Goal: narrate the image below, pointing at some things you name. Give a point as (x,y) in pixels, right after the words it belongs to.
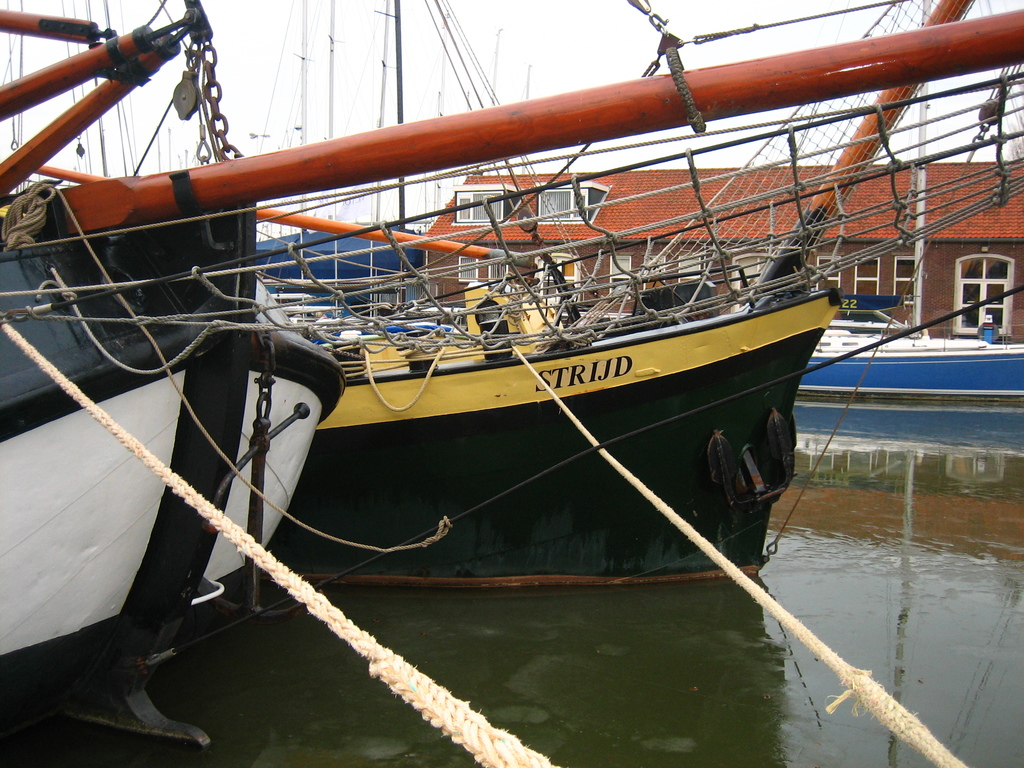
This image is taken outdoors. At the top of the image (257,27) there is the sky (600,63). At the bottom of the image (451,739) there is a river (745,679) with water (853,646). In the background (641,216) there is a house (626,186) with walls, windows (989,268) and a roof (659,179). In the middle of the image (436,307) there are a few boats (707,372) on the river (892,512). There are many ropes (163,478) and chains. There are a few iron bars (160,184).
